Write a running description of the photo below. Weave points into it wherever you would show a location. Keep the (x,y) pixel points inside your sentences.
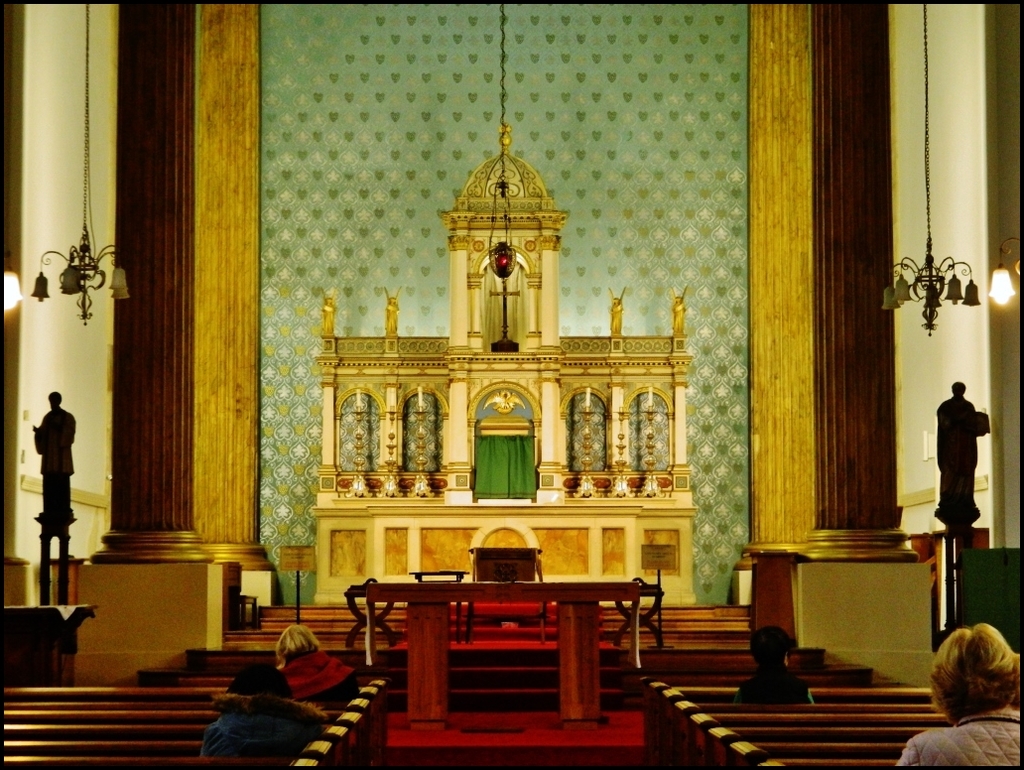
In this image we can see there are persons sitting on the bench (160,712). And there is a table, carpet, two statues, a few candles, a few lights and the wall (705,205), two pillars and the cream colored structure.
